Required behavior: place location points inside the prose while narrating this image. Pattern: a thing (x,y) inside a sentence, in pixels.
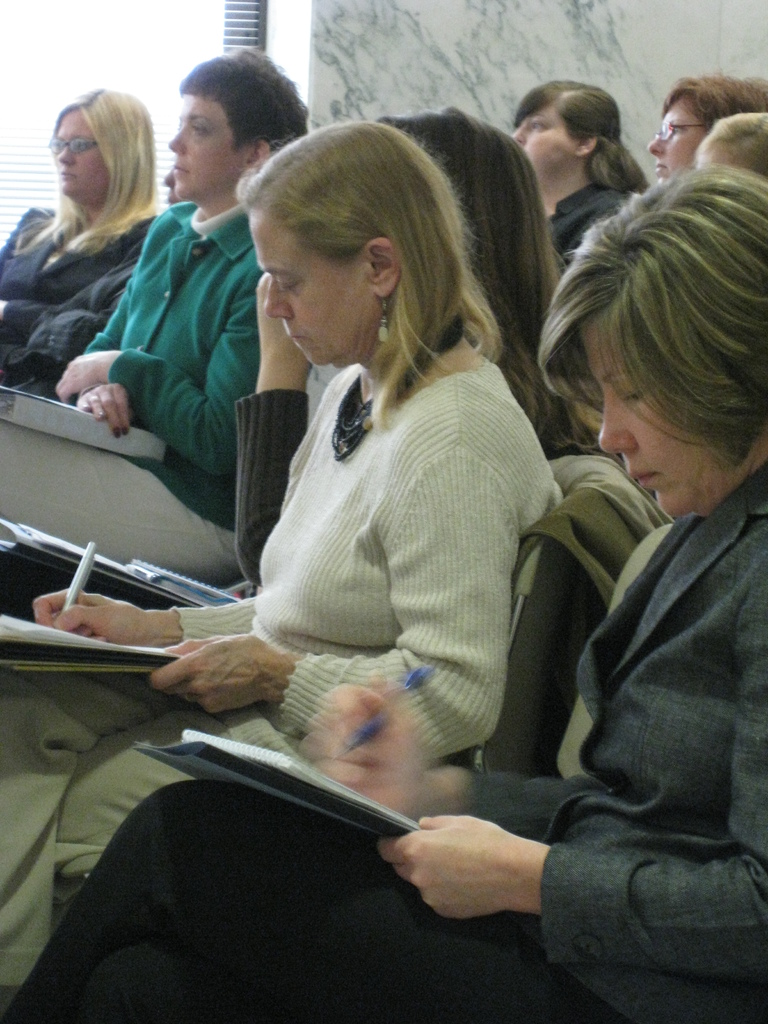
In this image there are people (363,629) sitting on chairs (574,468) in the foreground (276,664). It looks like a glass window (44,49) and a marble (706,7) in the background (319,85).
